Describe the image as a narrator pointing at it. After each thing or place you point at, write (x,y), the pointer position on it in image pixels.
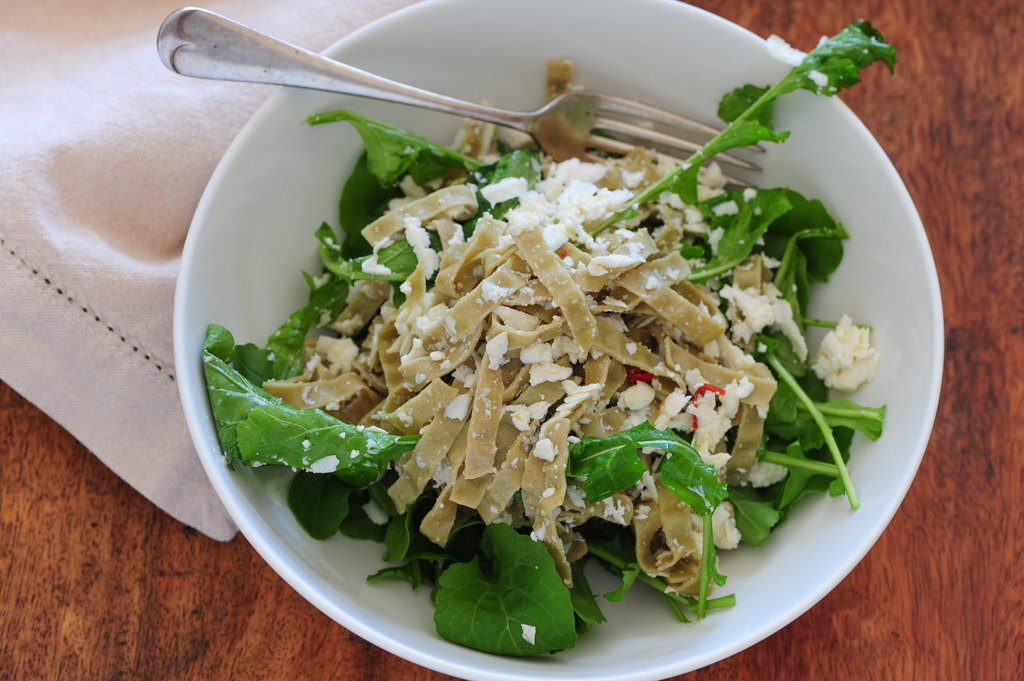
In the image in the center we can see one table (952,604). On the table (873,1), there is a cloth (149,221) and bowl (670,100). In the bowl (322,131), we can see one fork (196,55) and some food item (445,259).
